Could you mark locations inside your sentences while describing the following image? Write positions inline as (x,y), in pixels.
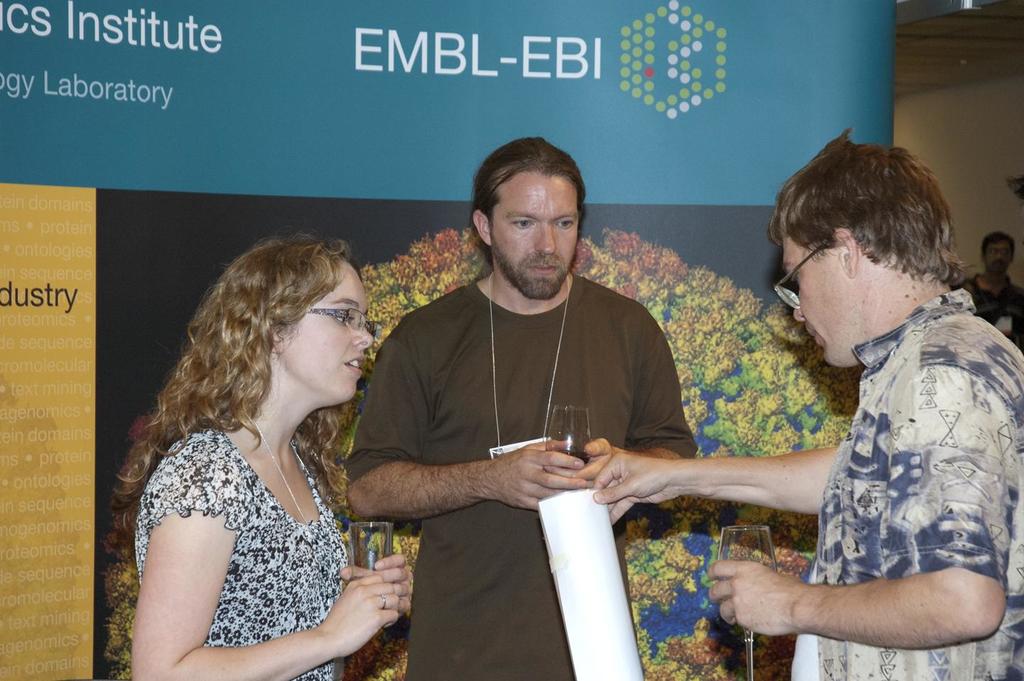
In this image I can see a person (509,378) wearing brown colored t shirt (520,365) is holding a glass (584,456), another person (954,466) wearing shirt (936,467) and a woman (287,557) wearing black and white colored dress (280,580) are standing and holding glasses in their hands (749,608). In the background (707,277) I can see a huge banner (643,158) which is blue, yellow.
